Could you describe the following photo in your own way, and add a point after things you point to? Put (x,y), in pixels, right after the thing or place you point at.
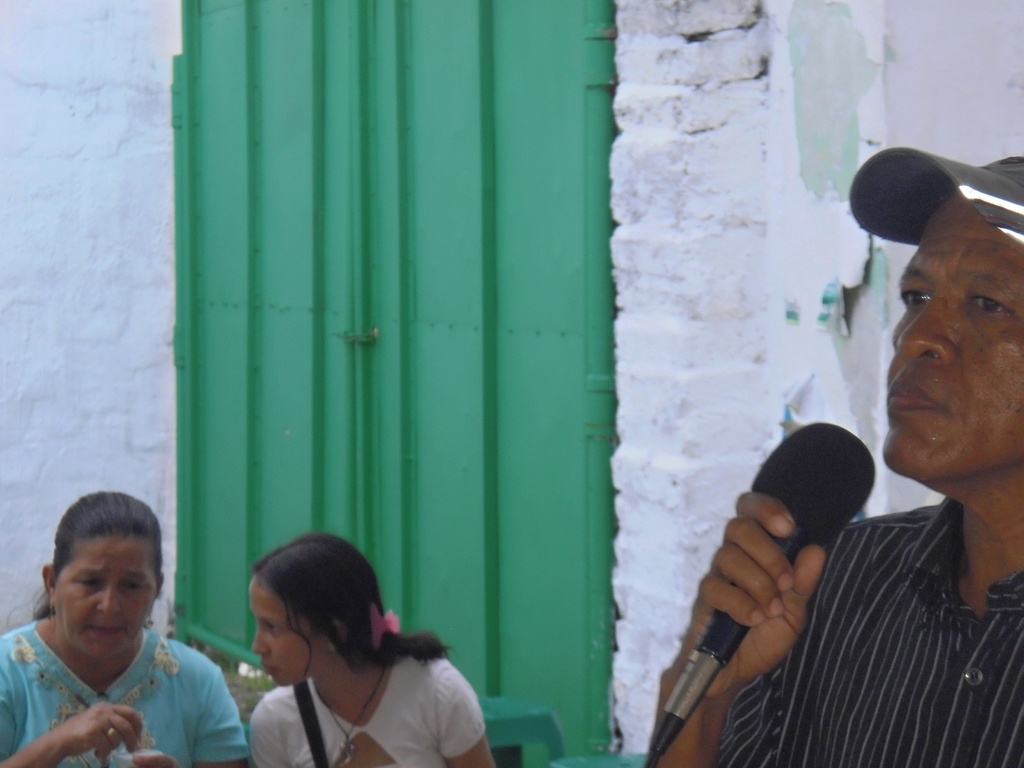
In this image I can see two women (340,627) and a man (754,541). I can see he is holding a mic (869,493) and wearing a cap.
